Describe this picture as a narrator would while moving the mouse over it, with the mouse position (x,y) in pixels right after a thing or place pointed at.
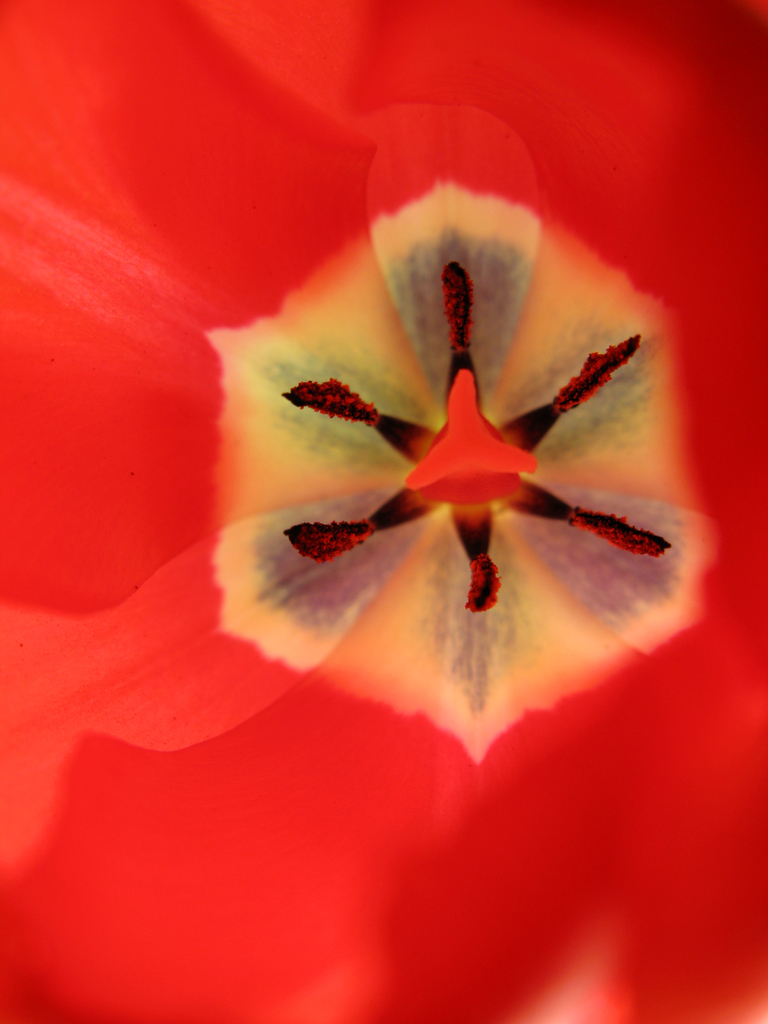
In this picture we can see a flower (391,629).
